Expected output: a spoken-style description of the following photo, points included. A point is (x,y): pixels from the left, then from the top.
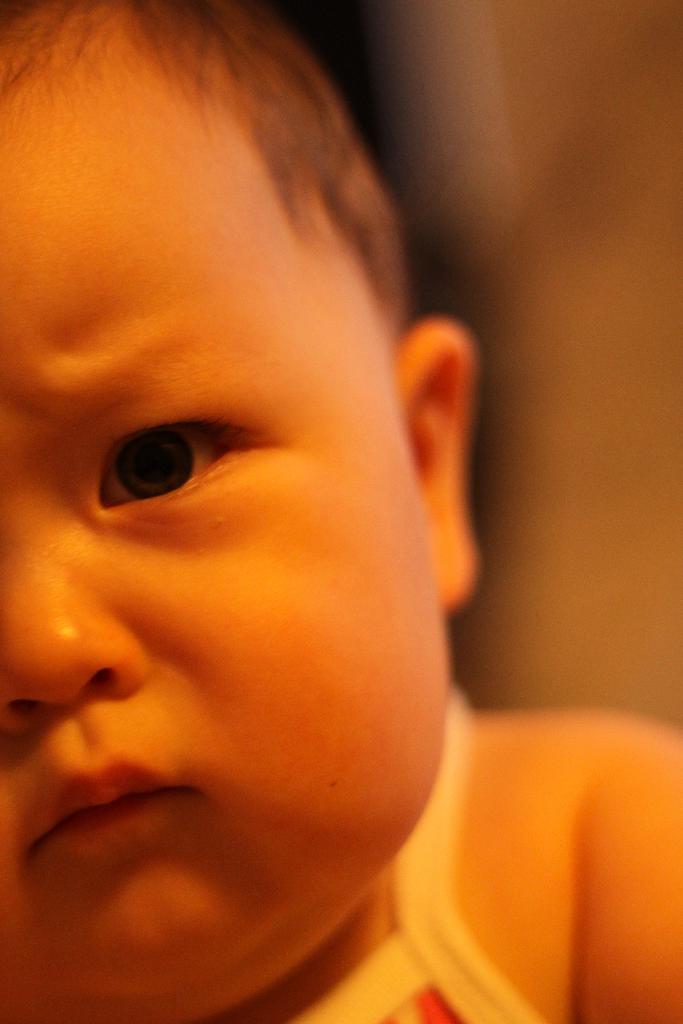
In the image we can see a close up pic of a baby (275,879), wearing clothes (420,872) and the background (666,129) is blurred.
